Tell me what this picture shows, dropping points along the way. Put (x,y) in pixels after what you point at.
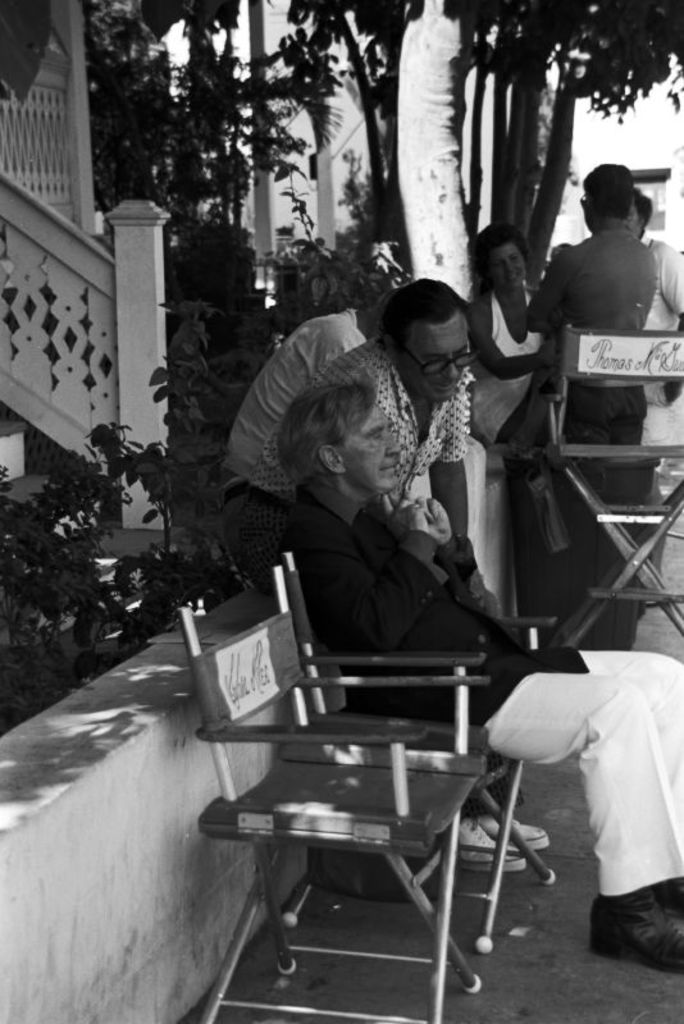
In this image a person (386,430) is sitting wearing a shirt (313,552), pant (592,795) and shoe (626,899). Beside to him there is another chair (207,655). Two persons (445,426) are sitting on the wall (58,992). A woman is sitting on the wall (501,491) and two persons (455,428) are standing. Few plants (64,682) are at left side (207,598) and trees (447,267) at the background (346,74). Left top there is a house (137,498).
